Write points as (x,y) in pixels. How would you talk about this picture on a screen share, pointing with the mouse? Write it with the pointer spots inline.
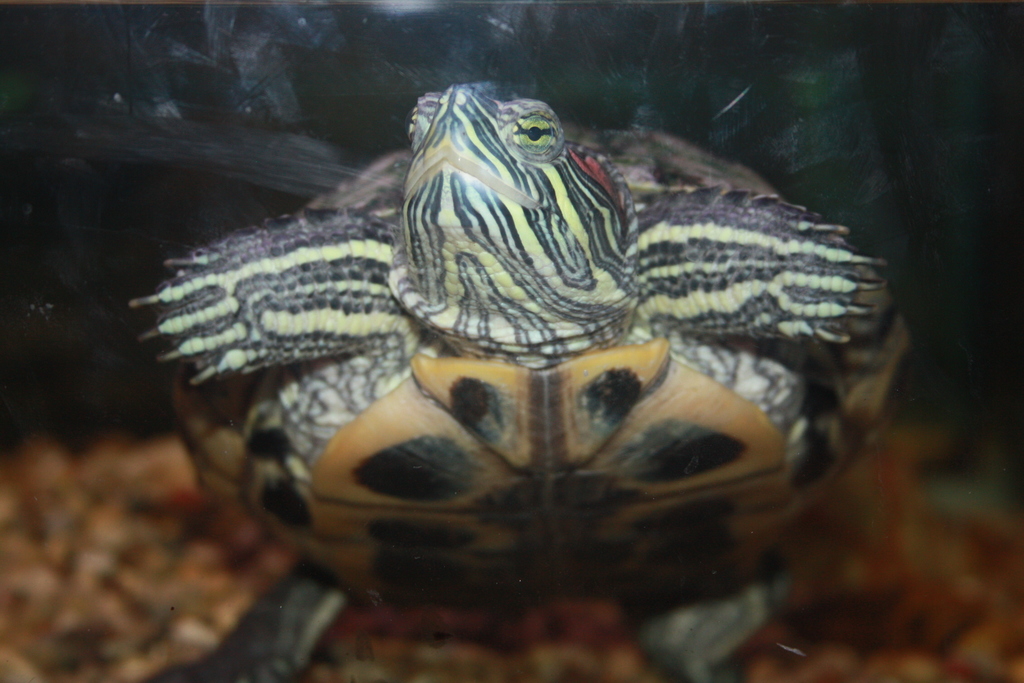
Here in this picture we can see a tortoise (764,460) present over there.
